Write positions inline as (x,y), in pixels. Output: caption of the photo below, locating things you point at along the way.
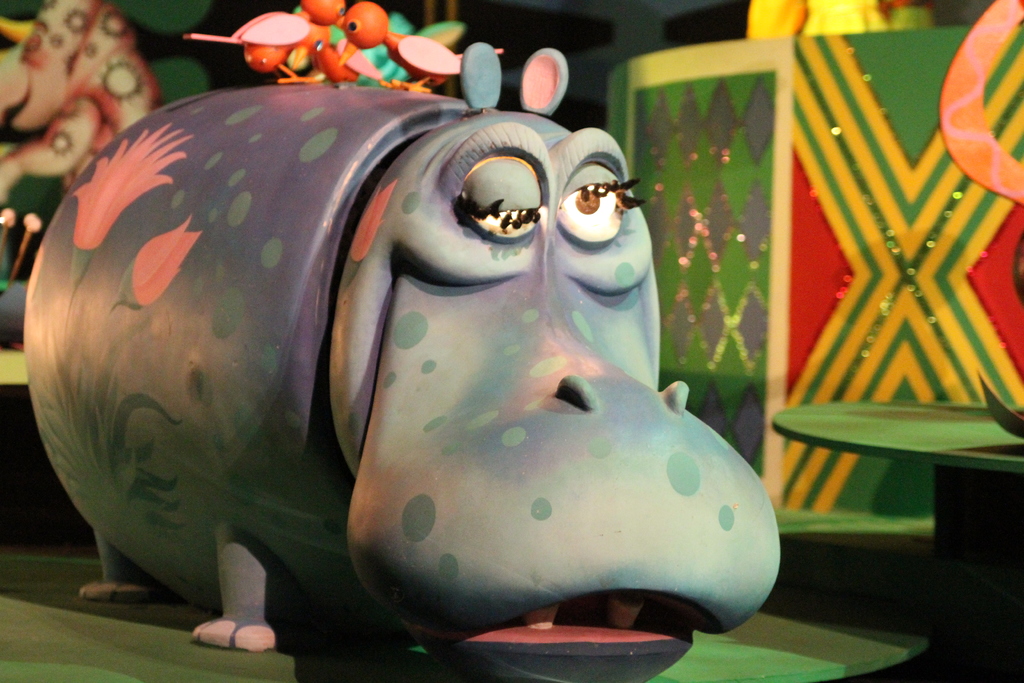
In the center of the image (455,309) we can see a toy of hippopotamus (356,188). At the top of the image (353,46) some toys (332,46) are there. In the background of the image (71,149) a decor (963,339) is there. At the bottom of the image (101,645) ground (131,637) is there. On the right side of the image (940,432) a table (928,428) is there.
